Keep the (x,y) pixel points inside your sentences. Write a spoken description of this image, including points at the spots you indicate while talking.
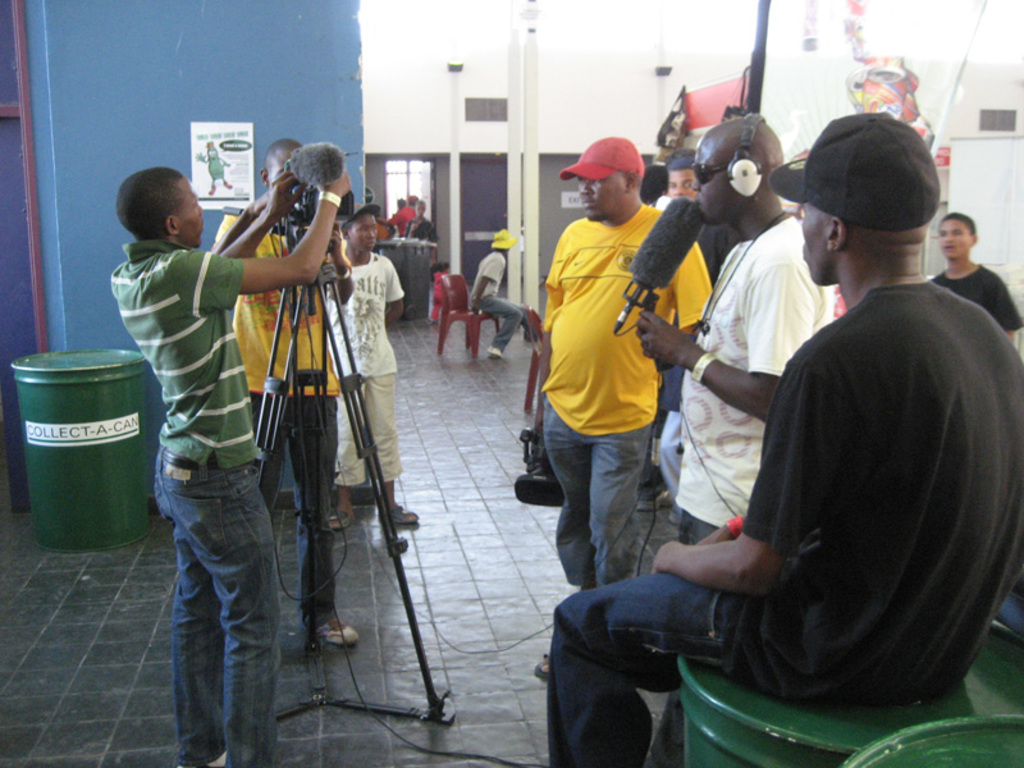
In the image we can see there are many people (606,393) wearing clothes (623,419) and some are wearing a cap (609,157). Two of them are sitting and the rest are standing, this is a banner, floor (354,534), video camera (310,207), stand (331,325), microphone (644,274), headsets (745,177), goggles (702,173) and a window (395,176). We can even see there are chairs (468,324), red in color.
